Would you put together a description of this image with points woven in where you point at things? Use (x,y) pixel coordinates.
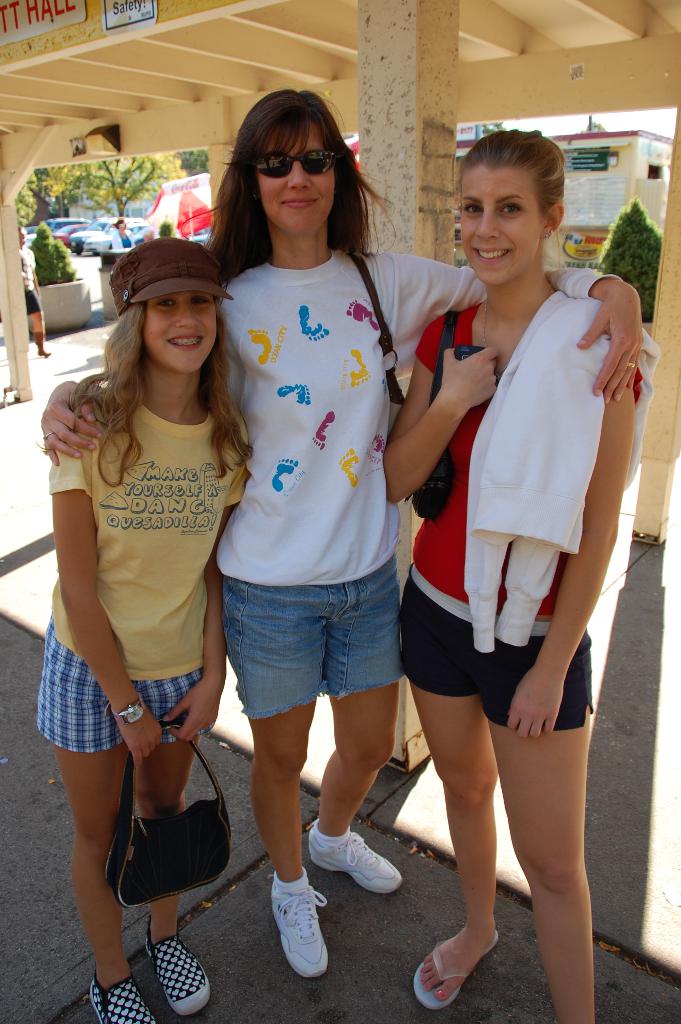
In this picture there are three women (96,465) standing. All of them was smiling. One of them was wearing cap (164,274) on her head (162,307) and the other was wearing spectacles (272,164). In the background (102,237) there are some cars (94,220) and trees (91,187). We can observe an umbrella (187,198) here.
